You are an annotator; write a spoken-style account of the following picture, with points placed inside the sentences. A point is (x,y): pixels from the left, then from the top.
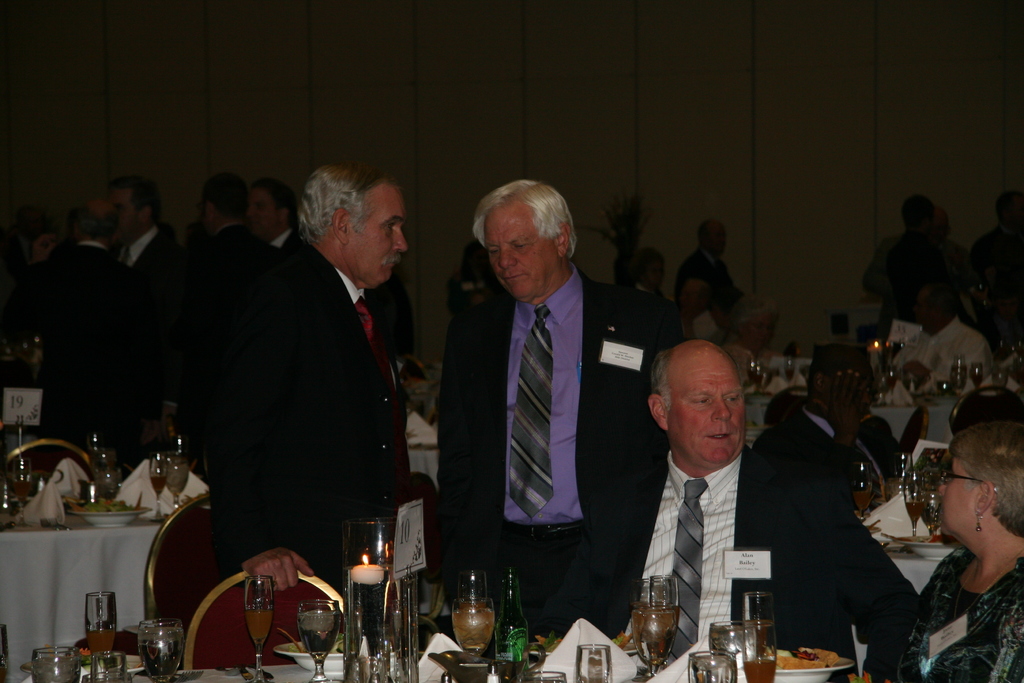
At the bottom of the image (829,663) there is a table (39,662), on the table (94,678) there are some glasses (94,678) and bottles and plates (843,665) and food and forks (180,679) and spoons (225,669). Behind the table (149,682) few people (860,450) are sitting and standing. Behind them there are some tables (936,402), on the tables (13,531) there are some glasses (923,504). At the top of the image (705,168) there is wall (438,27).
